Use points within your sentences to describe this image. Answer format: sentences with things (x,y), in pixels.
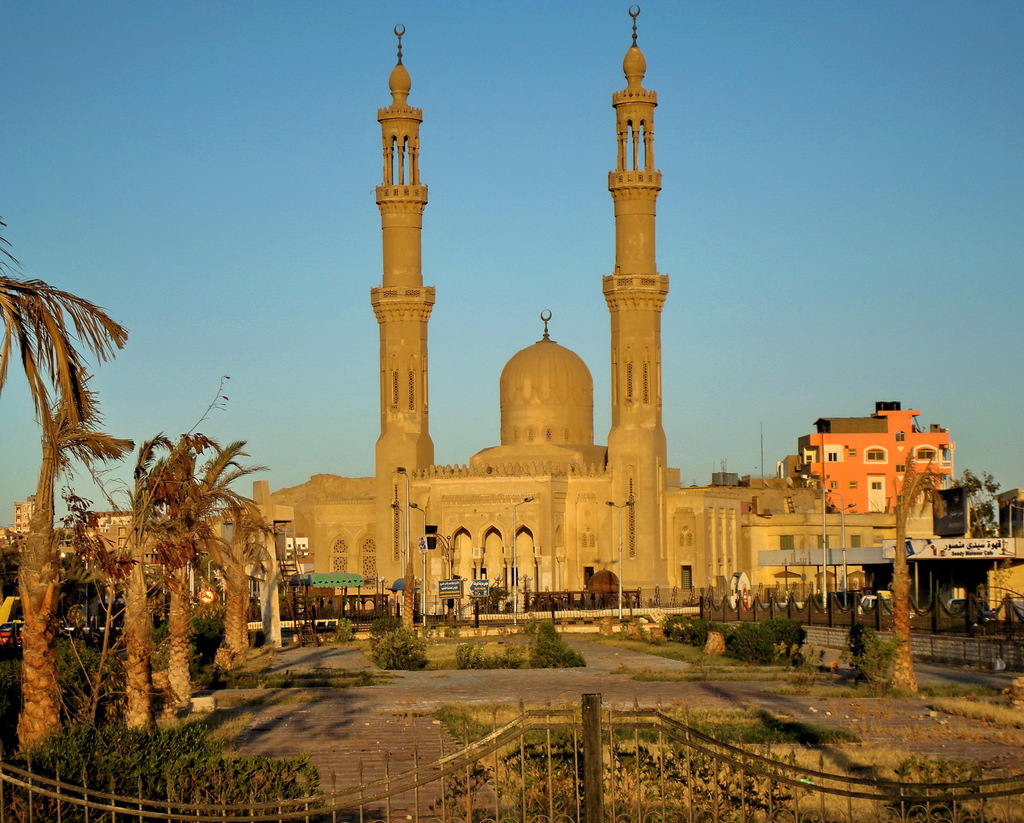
In this image in the center (372,544) there is one mosque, and in the background (904,434) there are some buildings (878,452). On the right side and left side (50,593) there are some trees (46,663), at the bottom (592,783) there is gate (675,734) and some trees (629,757) and there is a walkway (906,717) and some plants (767,640) and also we could see some poles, boards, plants (400,658) and some vehicles (15,624). On the right side (831,540) there is one building (916,576), railing (891,617) and at the top (626,21) there is sky (562,140).
